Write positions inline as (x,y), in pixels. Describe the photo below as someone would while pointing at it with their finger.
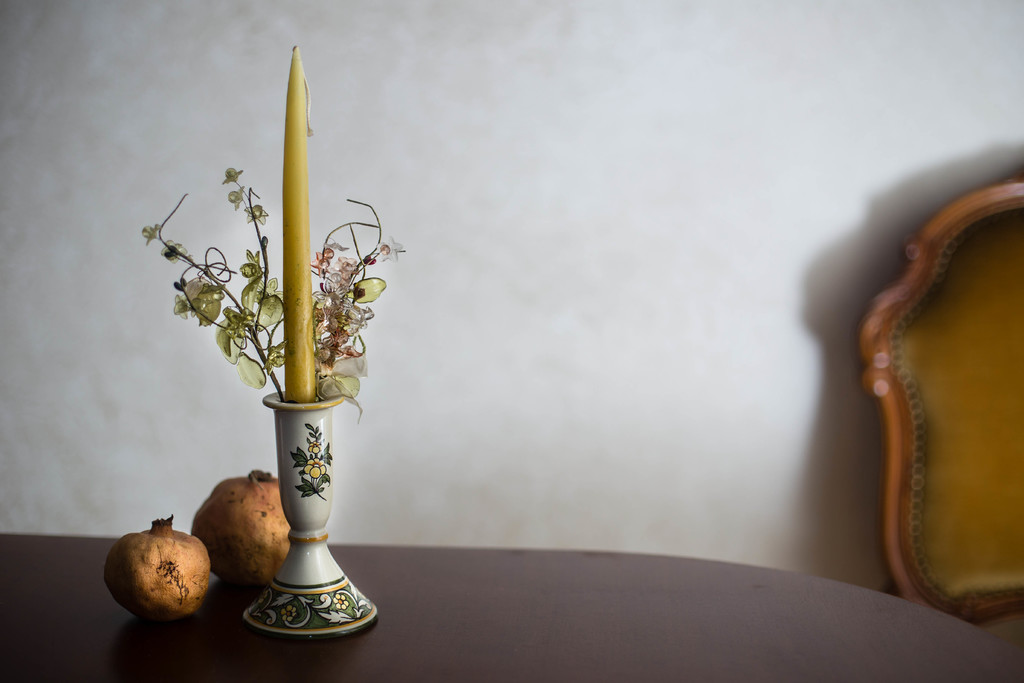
There is a flower vase (321,465) and two other fruits (261,520) on the table (504,619). In the background (707,207), there is a white color wall (809,230) and chair (978,424).
